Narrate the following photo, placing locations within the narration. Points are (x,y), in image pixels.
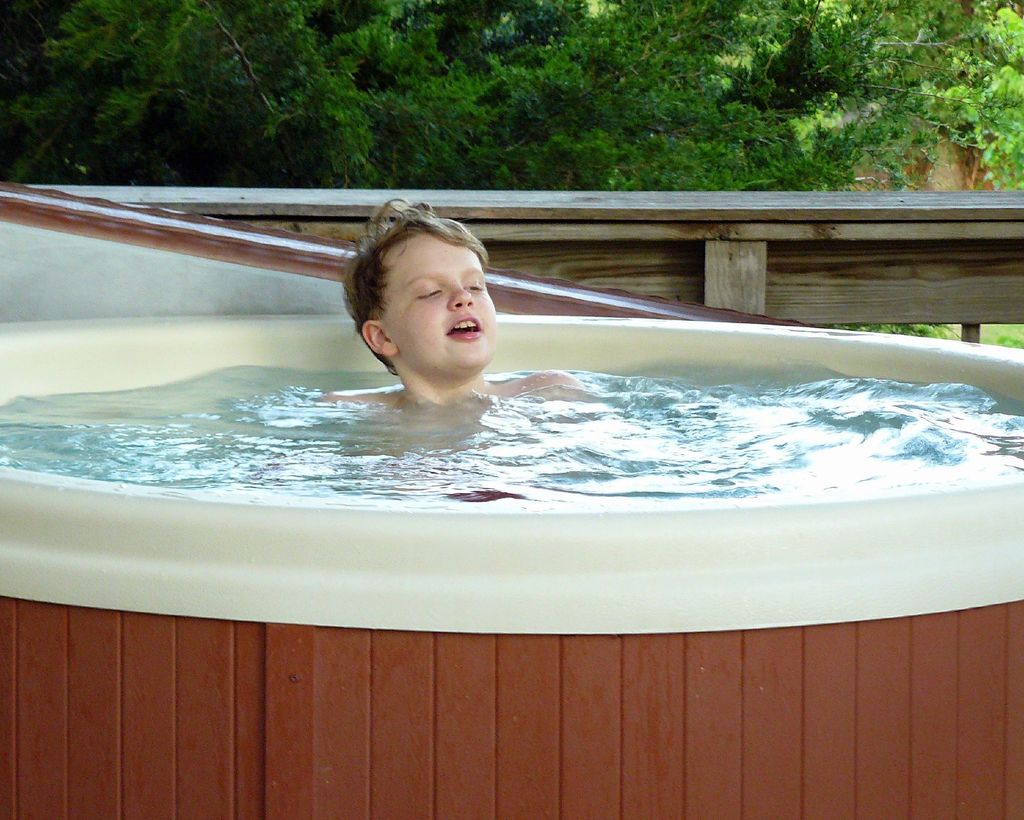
In this image I can see the person (353,274) and the person (370,264) is in the water (513,479), background (590,210) I can see the wooden object (740,223) and the trees (524,139) are in green color.
